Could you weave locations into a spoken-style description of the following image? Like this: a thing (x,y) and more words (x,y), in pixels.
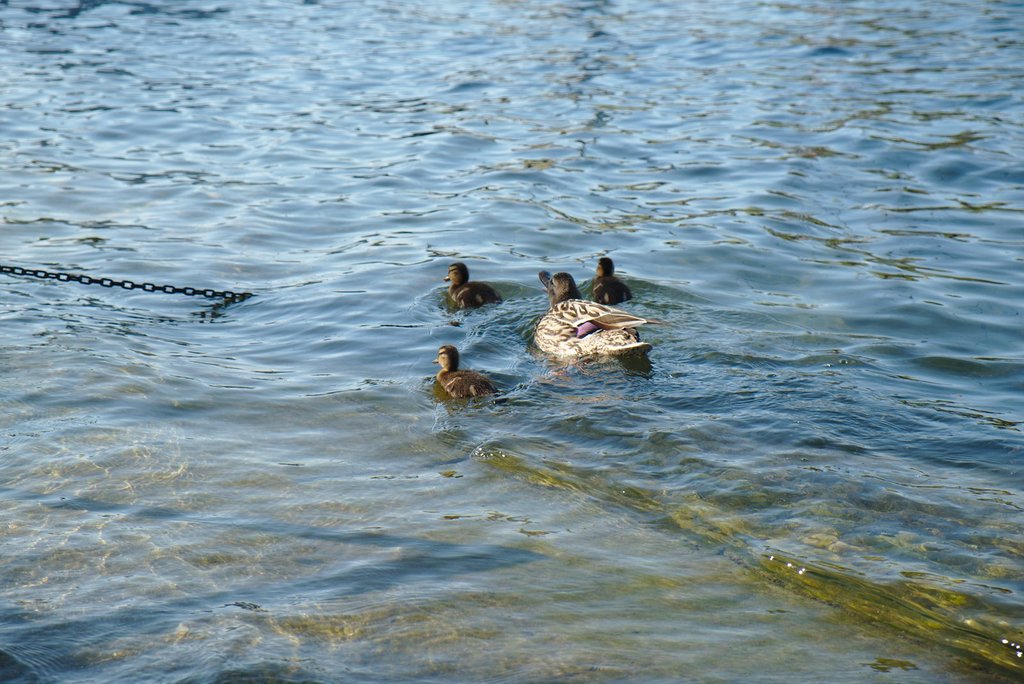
A duck (568,325) and ducklings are swimming in this water (387,253).
